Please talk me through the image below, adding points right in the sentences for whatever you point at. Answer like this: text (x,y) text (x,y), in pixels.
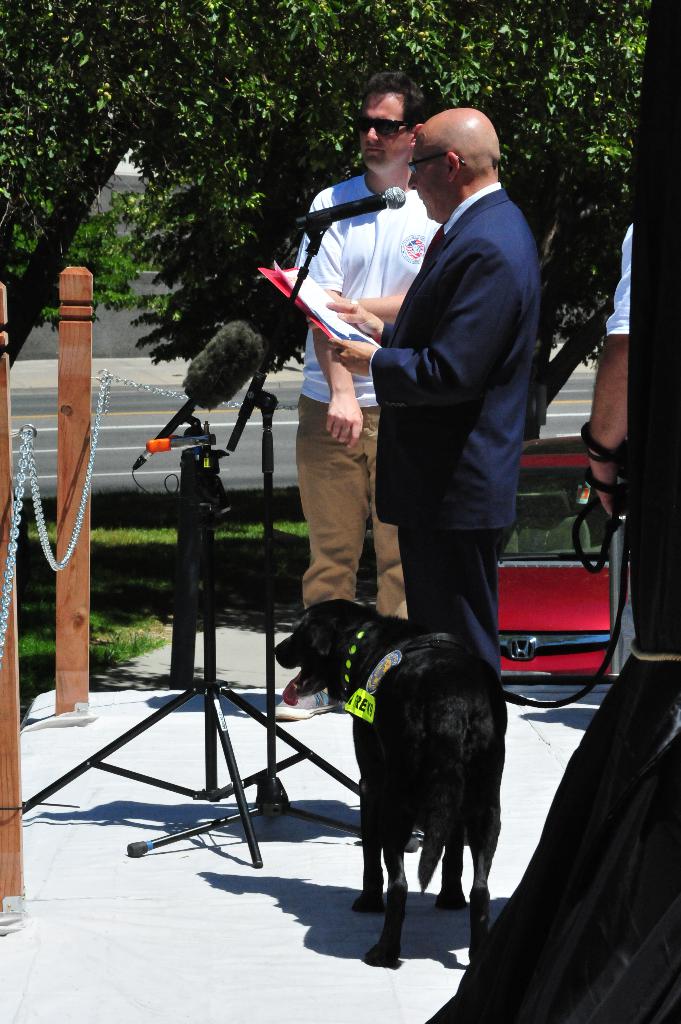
In this image there are two men (478,372) standing on the stage (338,889), there is a man (446,369) holding an object (332,327), there are stands (216,461), there are microphones (235,381), there is a person's hand (604,409) towards the right of the image (597,416), there is a curtain (628,787) towards the right of the image (599,857), there is a fence (65,539) towards the left of the image (51,593), there is grass (137,569), there is a road (232,462), there is a wall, there is a car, there are trees (315,136) towards the top of the image (301,91).
